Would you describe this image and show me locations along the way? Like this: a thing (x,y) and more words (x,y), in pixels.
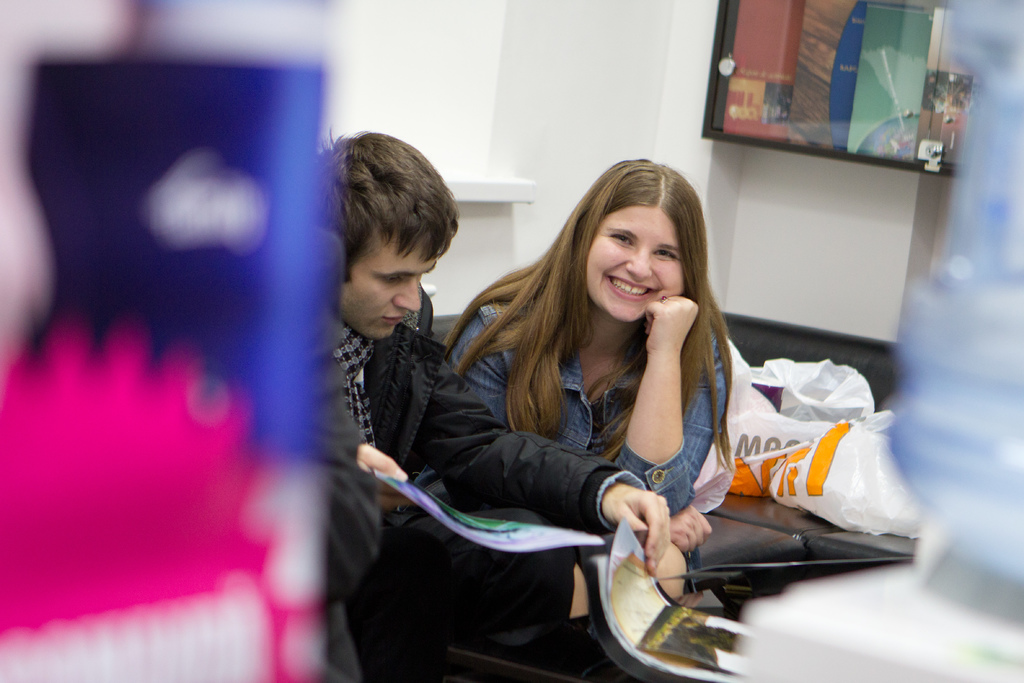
In the picture I can see the corners of the image are blurred. Here I can see a person (446,596) wearing black color jacket (555,490) is holding some objects (669,607) in his hands (394,475) and a woman (724,446) wearing jean jacket (705,453) is smiling, we can see some covers (870,461) are placed on the sofa (747,496) and I can see a board (795,50) fixed to the white color wall (671,110).
